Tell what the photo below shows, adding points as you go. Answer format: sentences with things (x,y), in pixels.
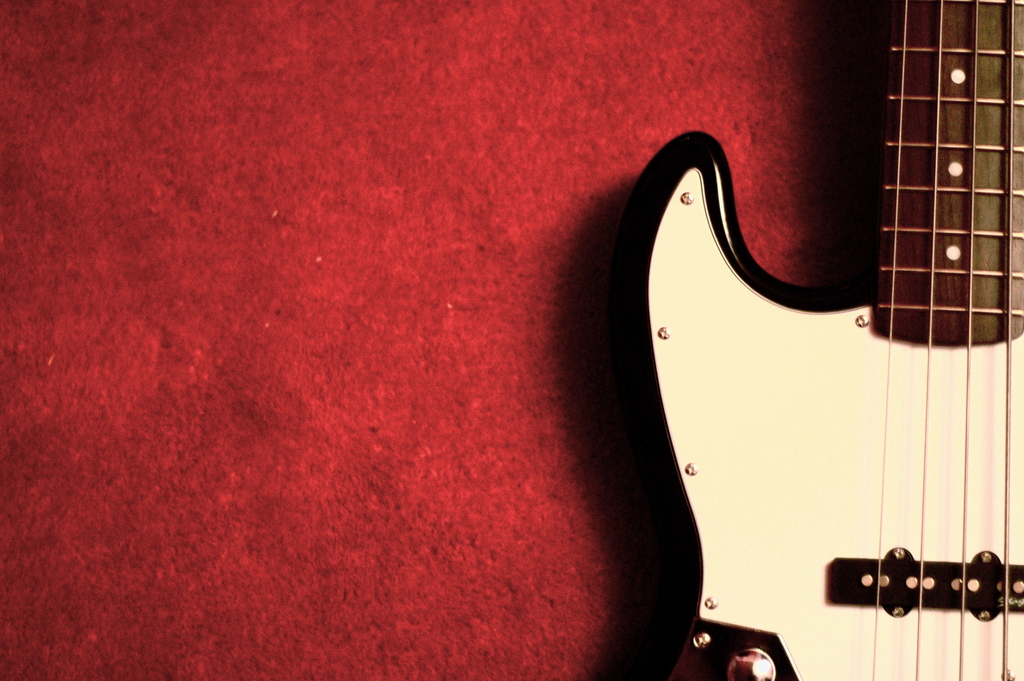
In this picture, on the right side (896,402), we can see a guitar (842,402). In the background (529,495), we can also see a red color.
